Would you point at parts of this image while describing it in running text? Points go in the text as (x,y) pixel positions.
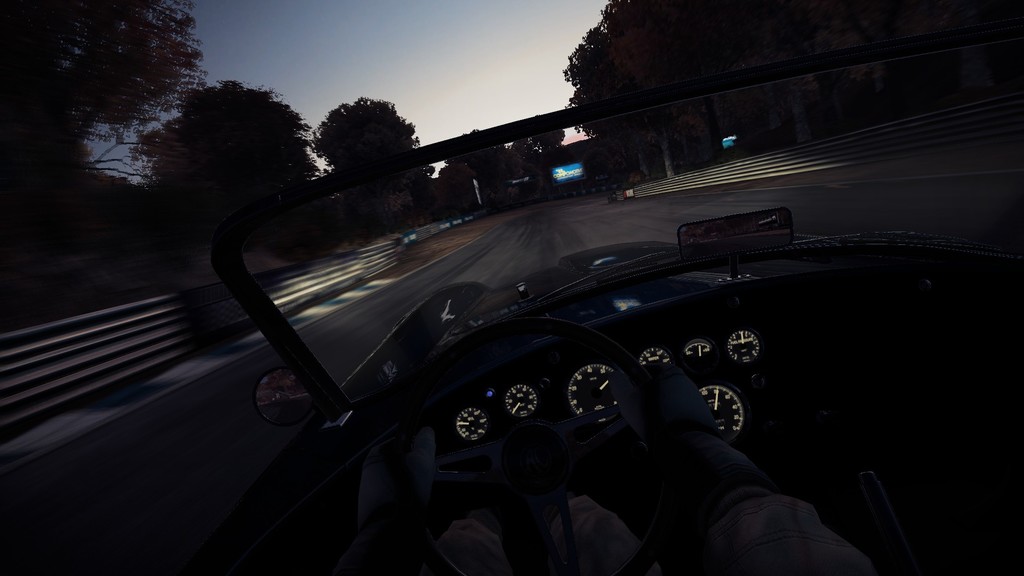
The image is taken in the nighttime. In this image there is a car (584,400) on the road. There is a person (627,542) sitting in the car (474,370) by holding the steering (526,421). There are trees (263,118) on either side of the road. At the top (446,14) there is sky (465,22). In front of the car (538,418) there is a hoarding (569,167).
